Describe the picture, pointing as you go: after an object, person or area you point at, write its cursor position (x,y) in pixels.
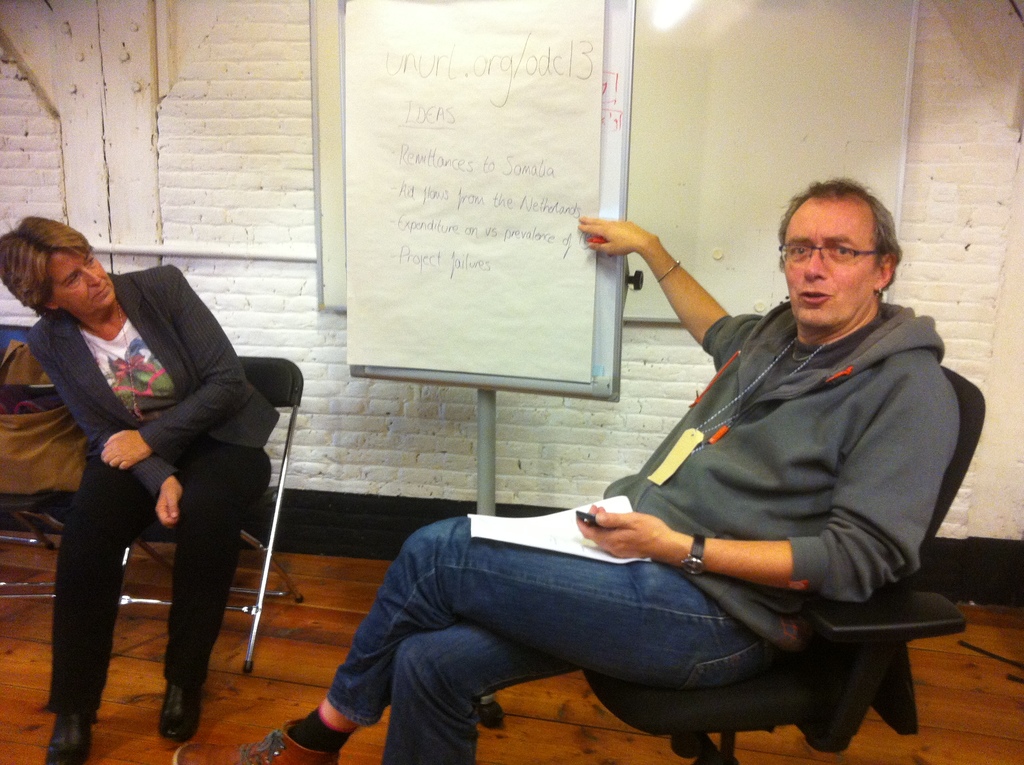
A man (631,567) sitting in chair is pointing at a board (597,267) and explaining. Woman (234,480) beside him sitting in another chair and looking at the board (357,251).
